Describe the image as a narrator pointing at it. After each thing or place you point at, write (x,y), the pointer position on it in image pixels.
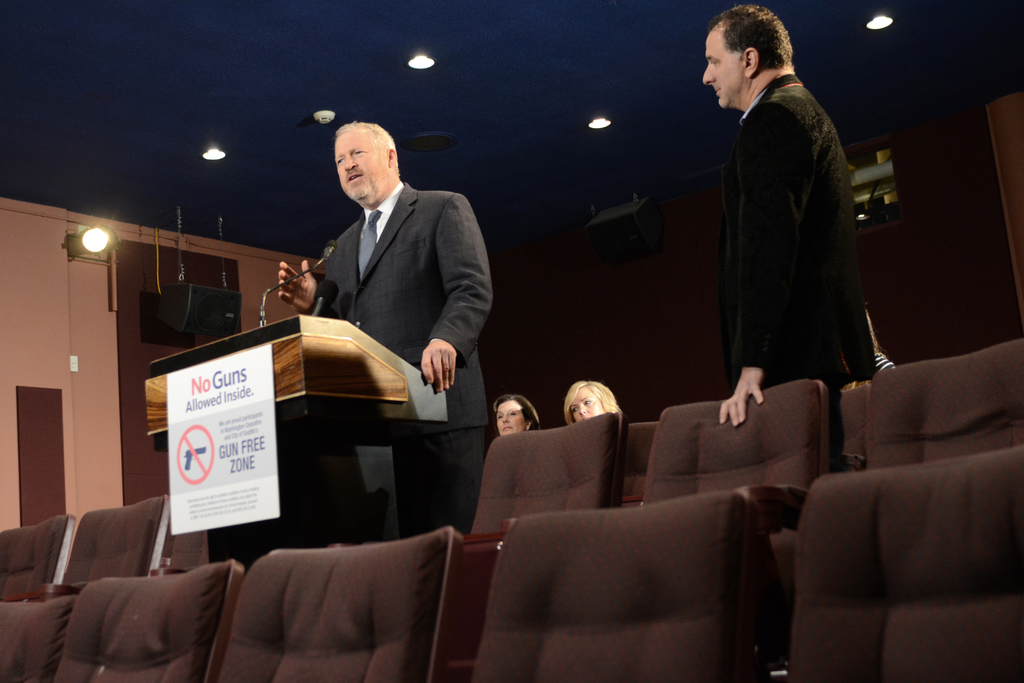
A man (377,333) is standing behind the wooden stand (369,398) And there is another person (745,32) staring at him. There are two women (598,383) sitting here, and also we have some chairs (126,600).
